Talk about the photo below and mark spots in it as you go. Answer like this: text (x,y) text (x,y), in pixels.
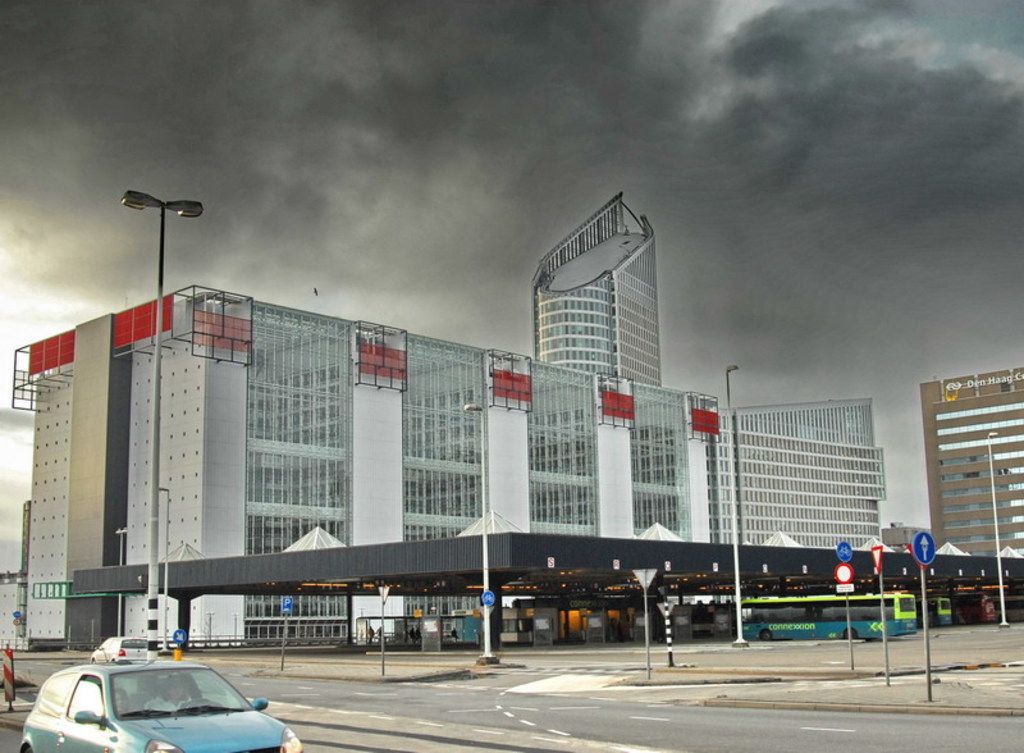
In this image I can see a empty road (971,656) where we can see some cars (110,662) and poles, beside that there is a building (182,441).
